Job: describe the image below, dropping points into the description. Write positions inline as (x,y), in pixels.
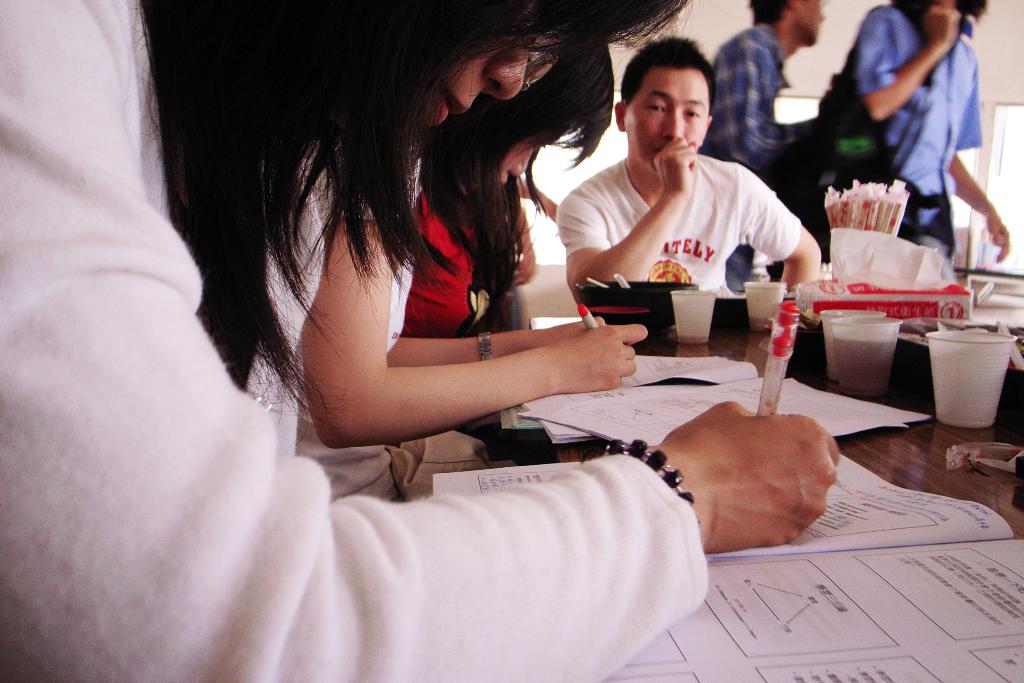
In this image i can see few persons (290,186) sitting on chairs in front of a table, holding pens (786,312) in their hands (576,344), i can see they are writing some thing in the book (658,426). On the table (647,346) i can see few books (1000,601), few cups (884,368), a bowl (621,306) and few other objects (808,289). In the background (806,50) i can see few people (942,143) standing and the window (994,144) and the wall (993,65).
